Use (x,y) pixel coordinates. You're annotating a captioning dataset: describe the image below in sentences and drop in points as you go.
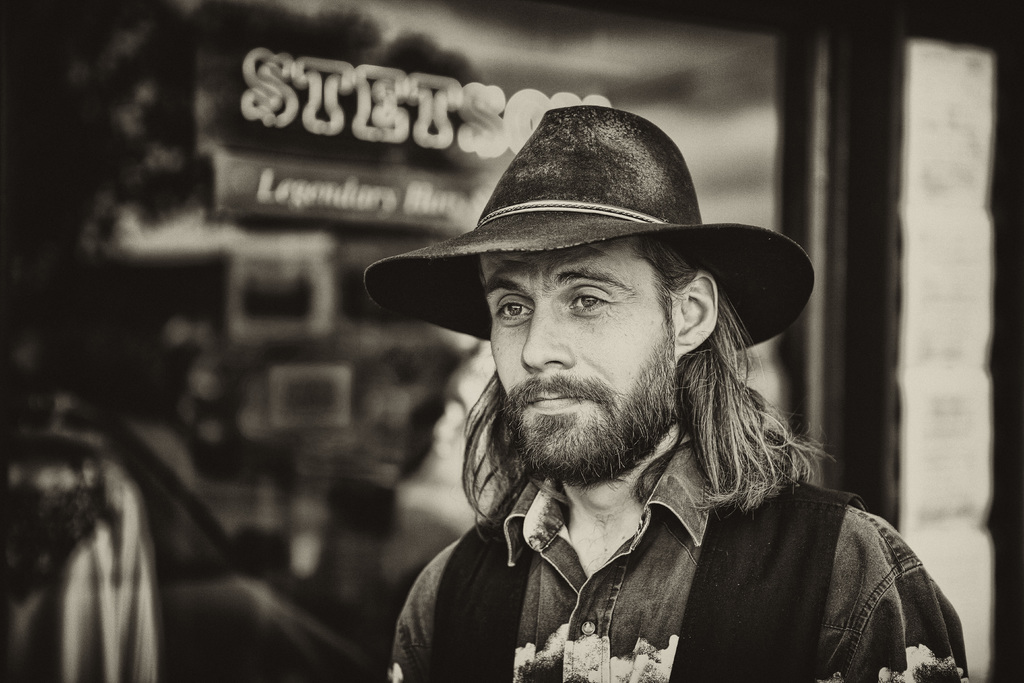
This is a black and white image. Here is the man (712,525) standing. He wore a hat (578,223) and shirt (607,618). In the background (214,71), that looks like a glass door (710,112) with a name (291,94) on it.
